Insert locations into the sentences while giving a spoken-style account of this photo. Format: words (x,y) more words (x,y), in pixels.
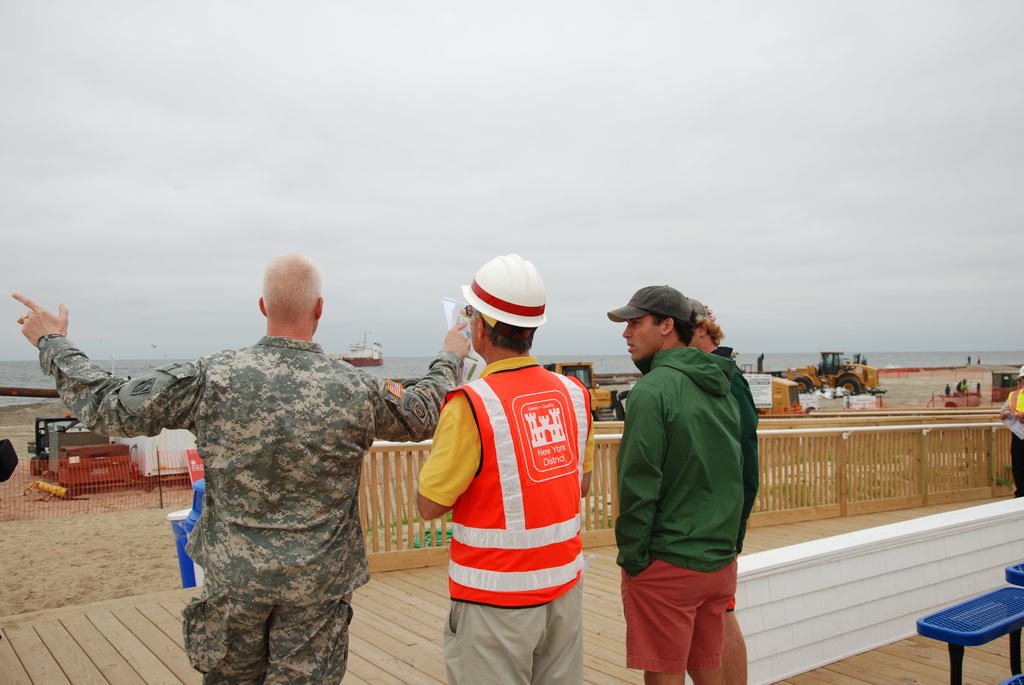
In this image, we can see four people (750,492) are standing. Here a person (366,395) is holding some object (473,355). At the bottom (375,631), we can see wooden surface (397,635) and few objects (794,614). Background (910,449) we can see railings (942,497), people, vehicles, sand (125,563), some objects (109,489), water (8,398), boat (373,365) and sky (494,232).
